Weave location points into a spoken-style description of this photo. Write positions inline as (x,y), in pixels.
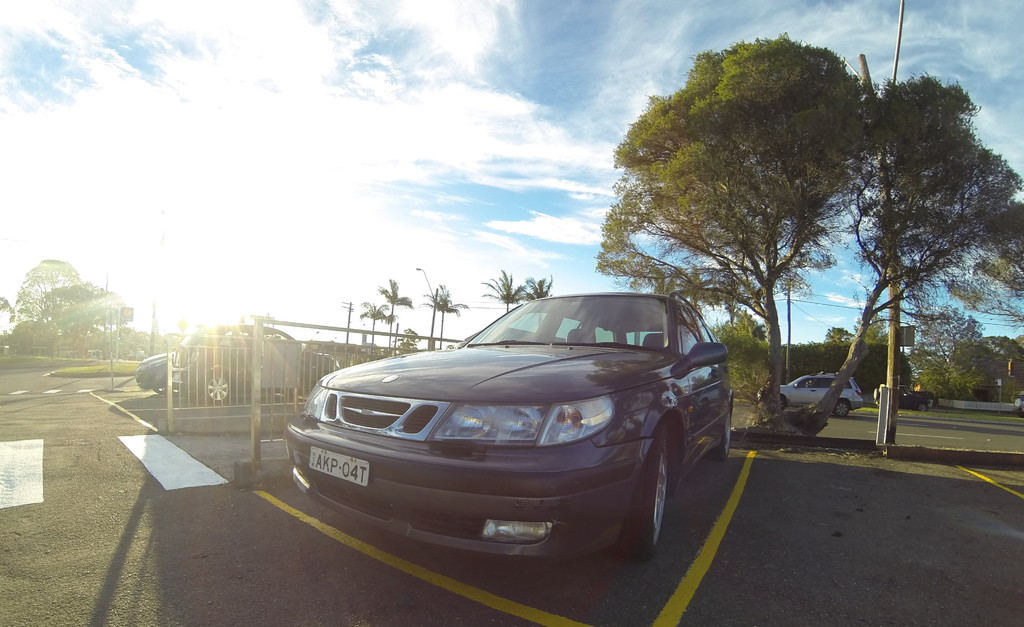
In this picture we can see there are some vehicles (719,394) on the road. On the left side of a car (292,432) there are iron grilles (230,400). Behind the vehicles (159,374) there are poles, trees (28,334) and the sky (335,197).
